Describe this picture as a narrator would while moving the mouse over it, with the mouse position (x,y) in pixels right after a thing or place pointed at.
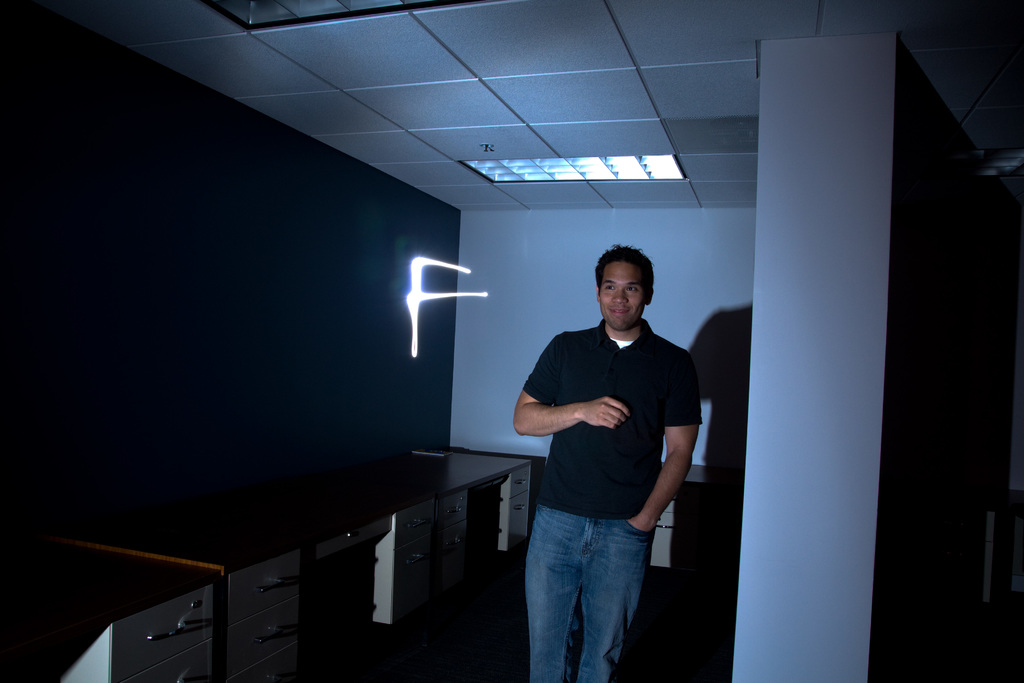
In the middle (648,343) a man (659,402) is standing, he wore a black color t-shirt (641,424) and a jeans trouser (623,570). In the left side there is a light (456,268).
